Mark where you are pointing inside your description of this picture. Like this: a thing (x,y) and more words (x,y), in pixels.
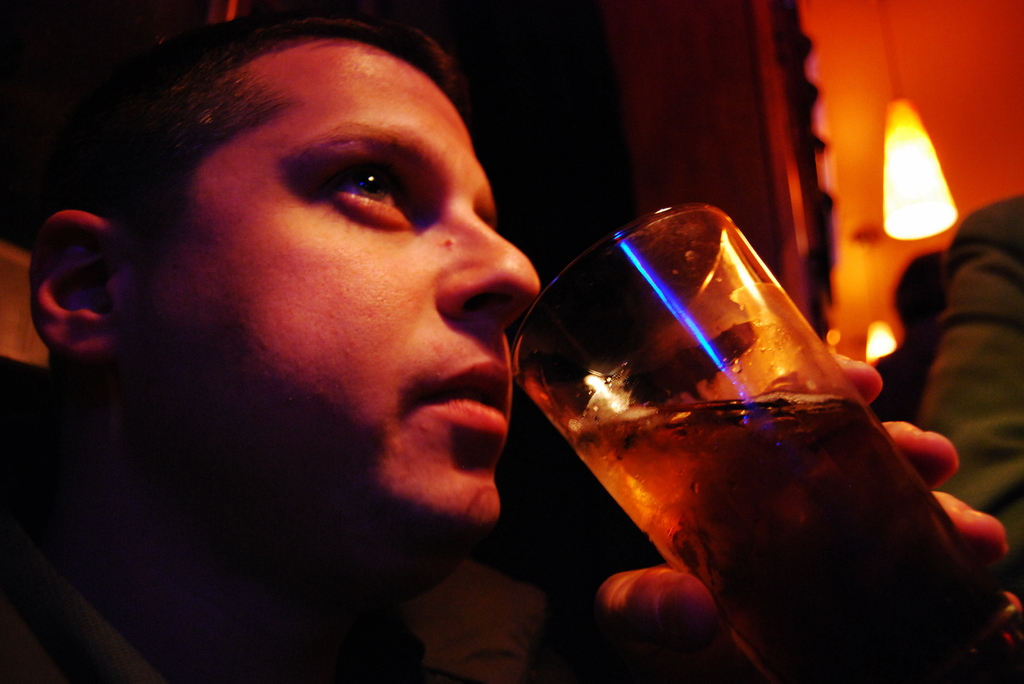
In the foreground of this image (318,480), there is a man (318,480) holding a glass (752,485). In the dark background (906,197), there is a light (925,194) hanging to the ceiling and there are two persons (927,367).
